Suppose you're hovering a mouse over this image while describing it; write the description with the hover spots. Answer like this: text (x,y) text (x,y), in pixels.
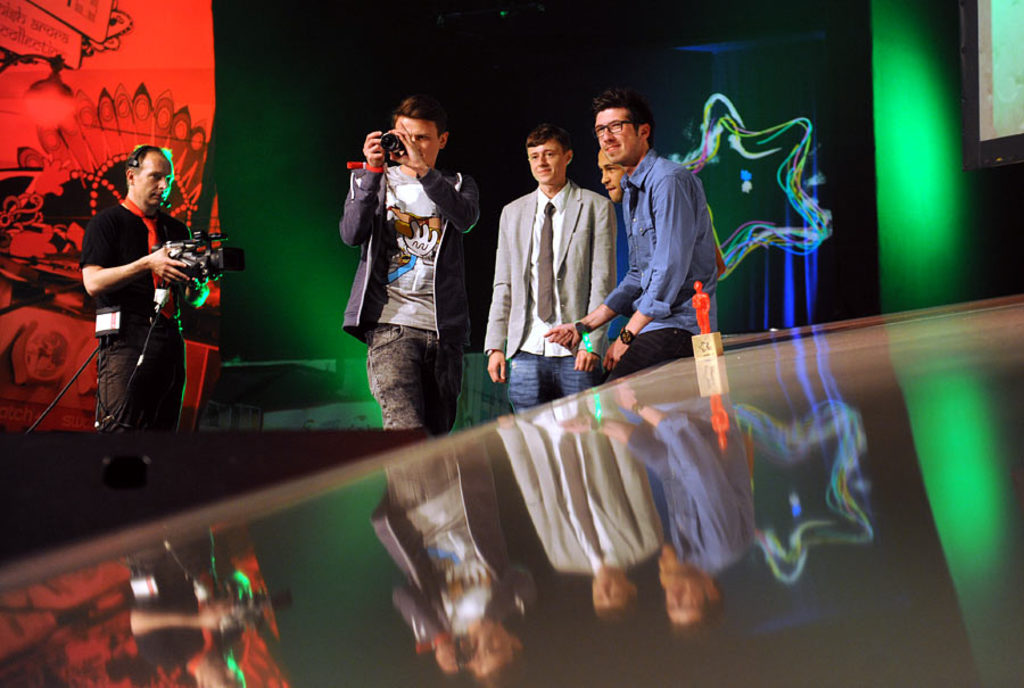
In the center of this picture (556,270) we can see the group of persons (584,249) standing and we can see a person (401,246) standing, holding a camera (392,144) and seems to be taking pictures and we can see another person (148,218) standing and holding an object (188,269). In the background (255,60) we can see the curtain (262,57) and the text (38,34) and some pictures (116,151) on an object (173,64). In the foreground (780,517) we can see an object (921,381) on which we can see the reflection (394,470) of the persons (509,235) and we can see an object (707,332).
